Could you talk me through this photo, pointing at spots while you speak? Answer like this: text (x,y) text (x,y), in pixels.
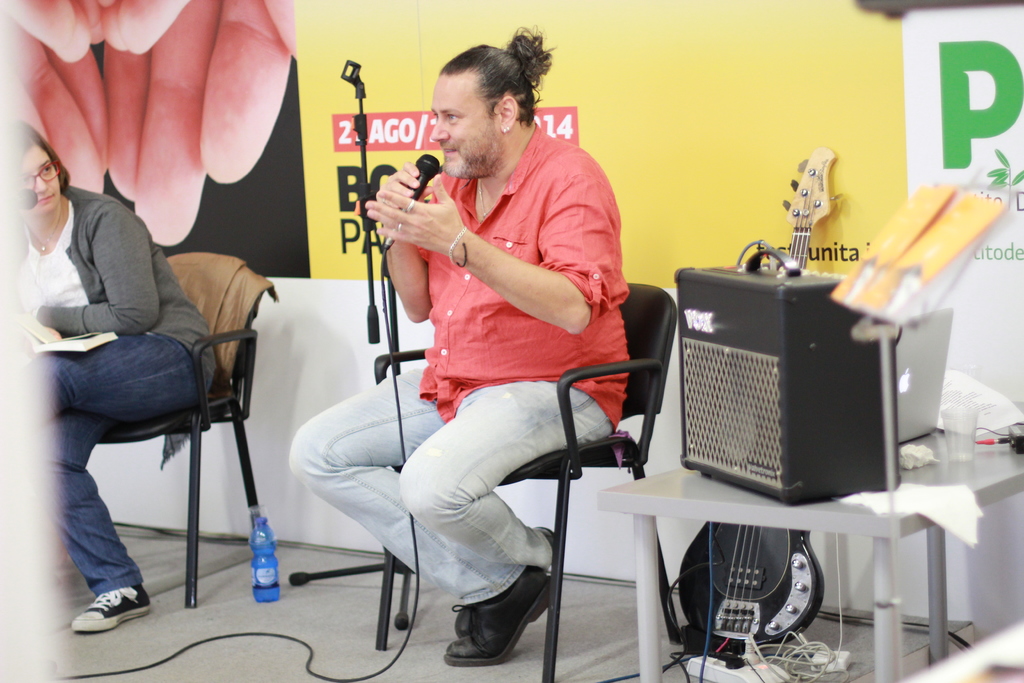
2 people (493,423) are sitting on the chairs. There is a bottle (262,542) on the floor (322,583). The person (463,267) at the center (499,407) is wearing a pink shirt (483,386), pant (494,425) and holding a microphone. There is a laptop (925,398), glass (963,419) and other objects (813,397) on a table (848,523). There is a banner (972,301) at the back (955,354).
